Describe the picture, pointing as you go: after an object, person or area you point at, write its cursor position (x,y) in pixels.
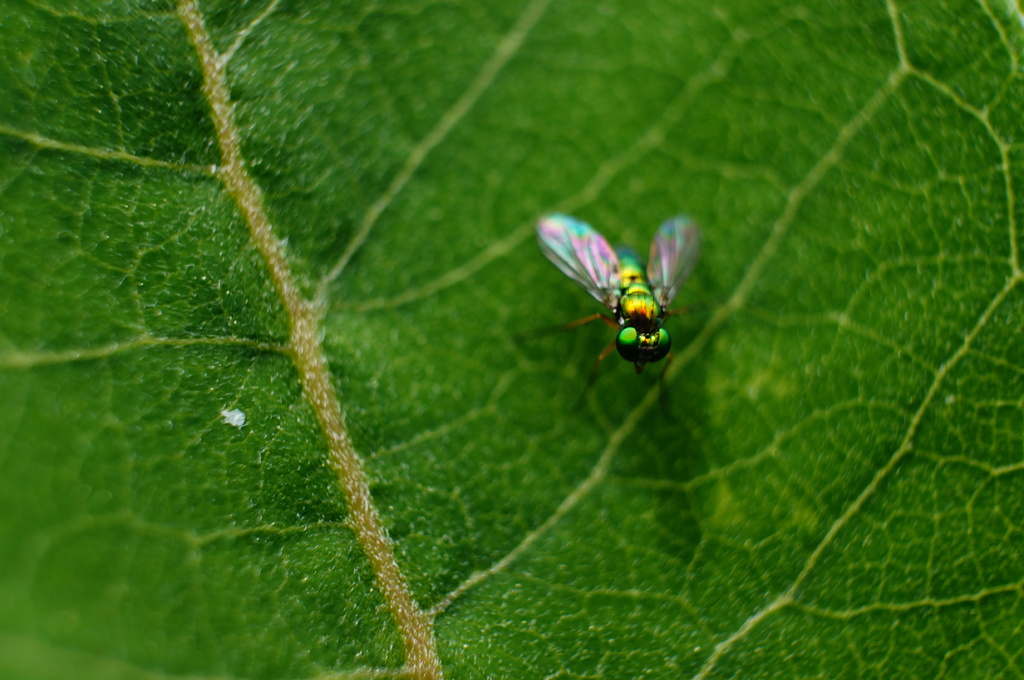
In the picture I can see a green leaf (66,430) and there is a flying insect (681,254) on the leaf (715,393).
